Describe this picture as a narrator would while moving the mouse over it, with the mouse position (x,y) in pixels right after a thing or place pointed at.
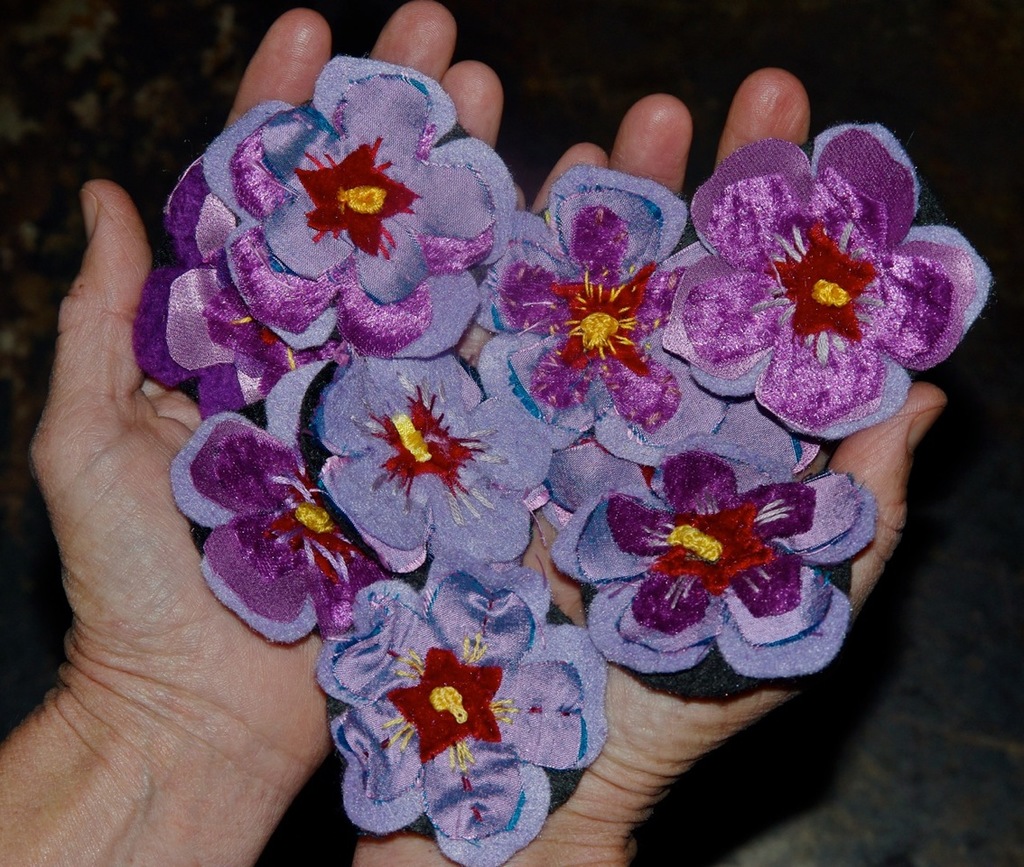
Here in this picture we can see flowers (429,243) made by cloth (231,591) present in a person's hand (143,510) over there.
